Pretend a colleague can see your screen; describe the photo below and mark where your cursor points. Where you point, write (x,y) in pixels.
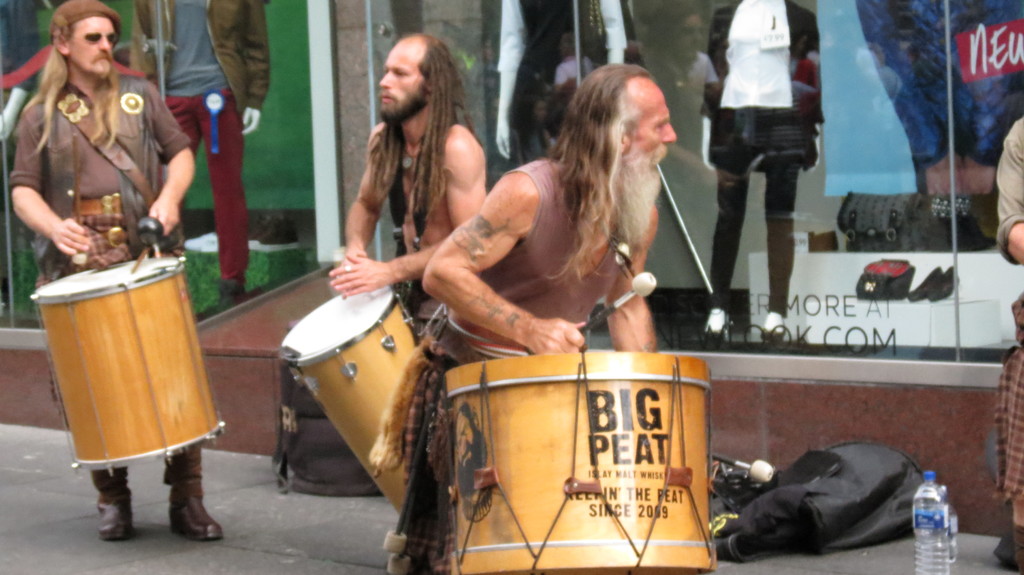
In this picture that three men (414,139) Standing and playing the drums (366,397).
